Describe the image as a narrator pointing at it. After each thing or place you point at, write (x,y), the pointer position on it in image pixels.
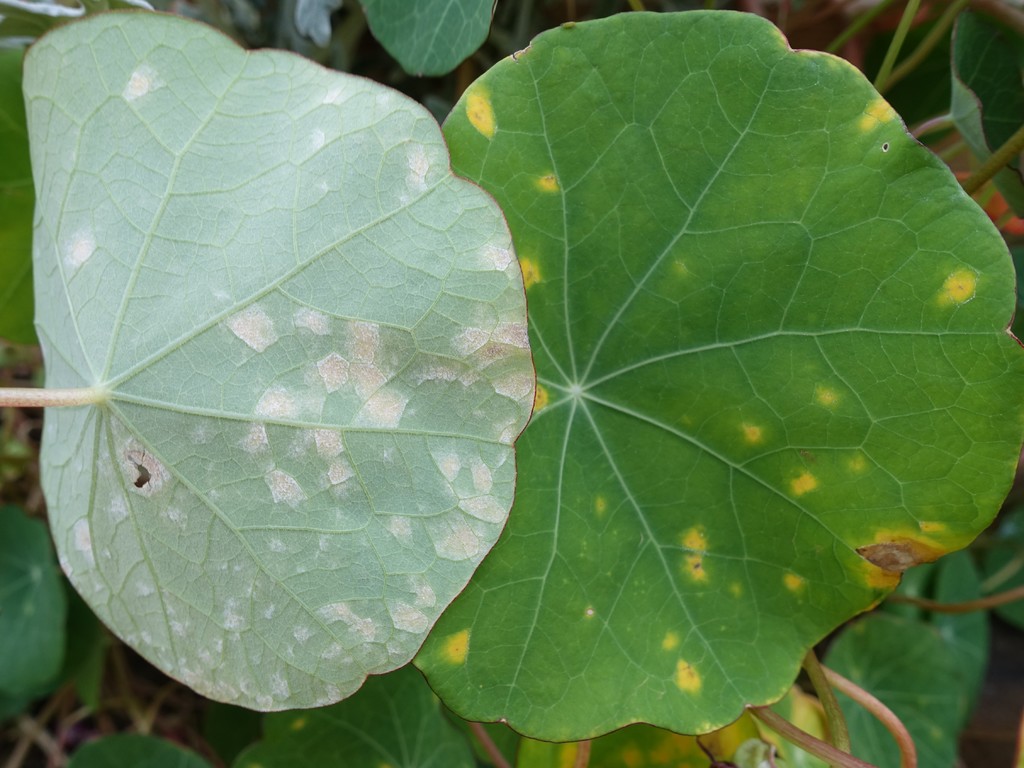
In this picture I can observe green color leaves (374,236). There are some yellow color patches (470,106) on the leaves (833,377). In the background (423,23) there are plants (441,23).
